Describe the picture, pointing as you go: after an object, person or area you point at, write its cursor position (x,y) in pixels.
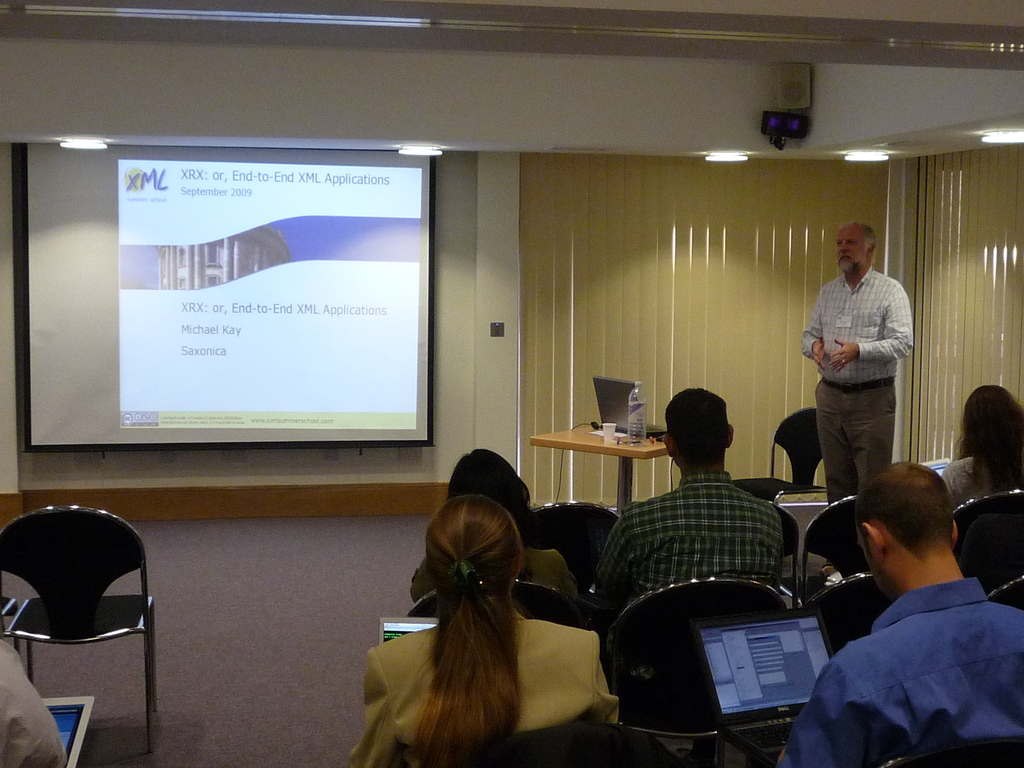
This image is clicked inside a room (6,346). There are window blinds (717,344) in the middle (625,333). There are chairs (743,588) in the middle (669,435) and people (379,674) are sitting in that chairs (1014,766). There is a screen (128,266) on the left side (156,322). There is a man (842,463) standing on the right side (846,445). There are lights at the top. There is a table (552,442) in the middle (616,405), on that there are water bottle (638,427), cup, laptop (604,416).
